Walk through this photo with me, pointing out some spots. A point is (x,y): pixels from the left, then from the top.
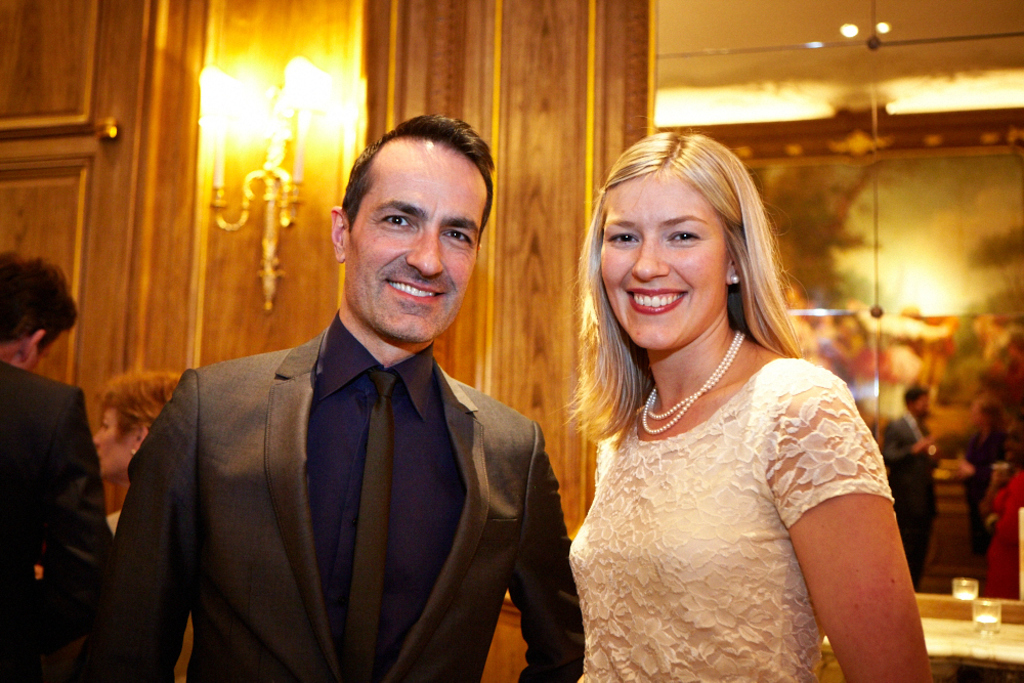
In this image, we can see a woman (678,557) and man (421,632) are watching and smiling. Background (817,314) we can see few people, glass (903,203), lights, few things (976,379) and show pieces (866,288).
